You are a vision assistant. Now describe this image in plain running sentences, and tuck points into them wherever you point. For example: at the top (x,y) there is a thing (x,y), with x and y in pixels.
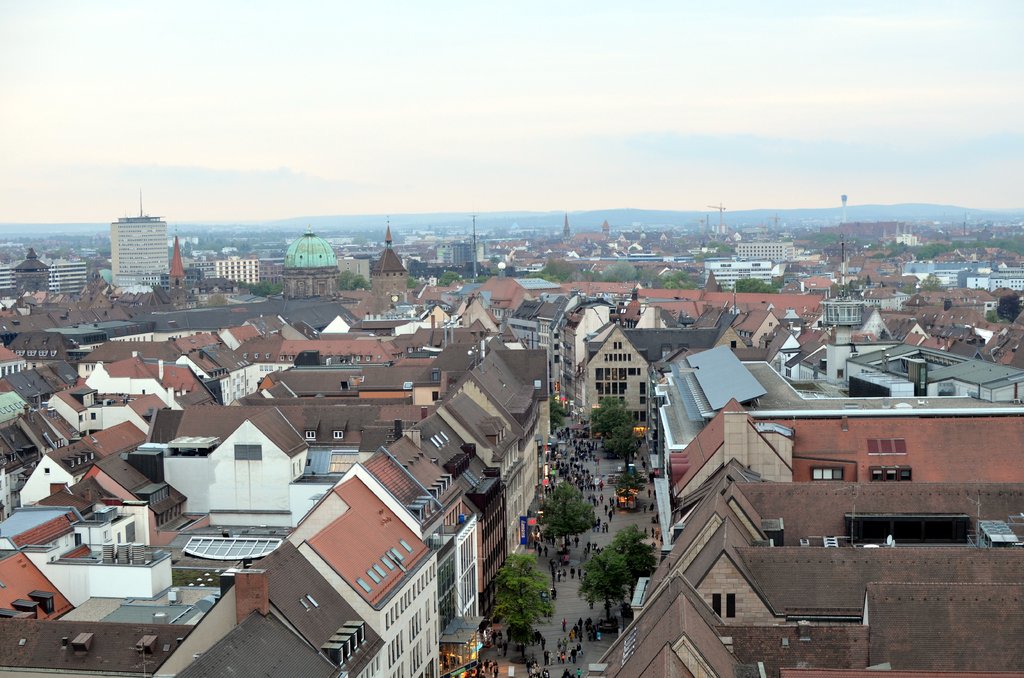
In this picture I can see few buildings (599,314) and I can see trees (569,494) and few people (551,592) walking and I can see a cloudy sky (702,152) and few towers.
